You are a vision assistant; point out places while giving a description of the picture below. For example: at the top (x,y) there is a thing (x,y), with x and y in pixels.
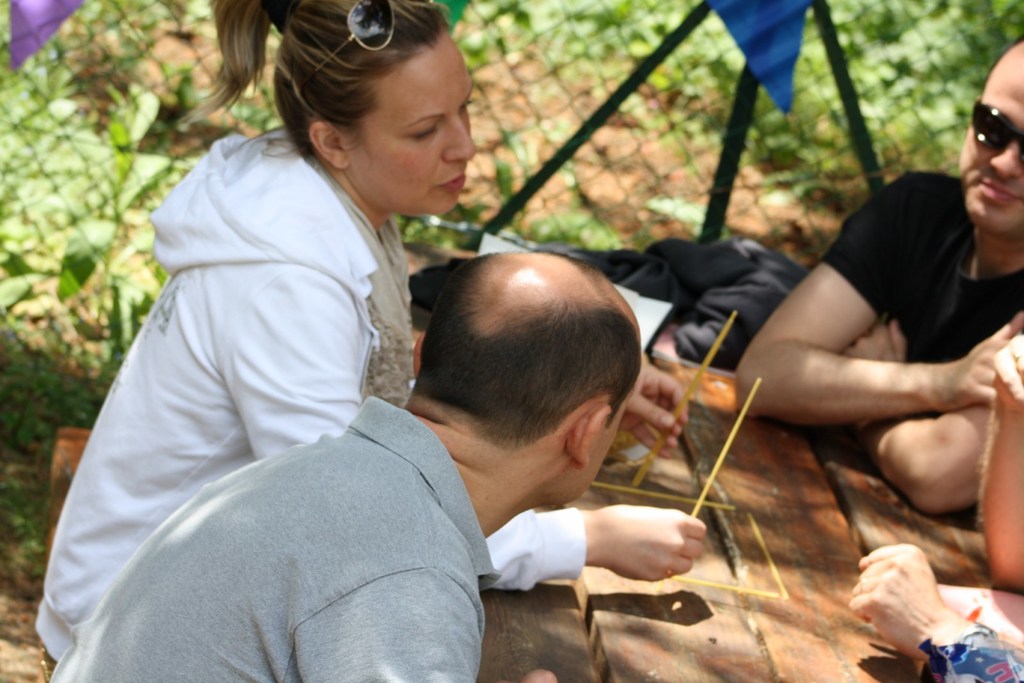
In this image there are few people (341,347) sitting around the table (787,545). There is a woman (269,328) in the middle (672,390) who is holding the sticks (716,351). In the background (677,102) there is a fence (694,103). Behind the fence (694,103) there are small plants (606,34) on the ground (535,97). Beside the table (677,374) there is a black color cloth (678,268).
